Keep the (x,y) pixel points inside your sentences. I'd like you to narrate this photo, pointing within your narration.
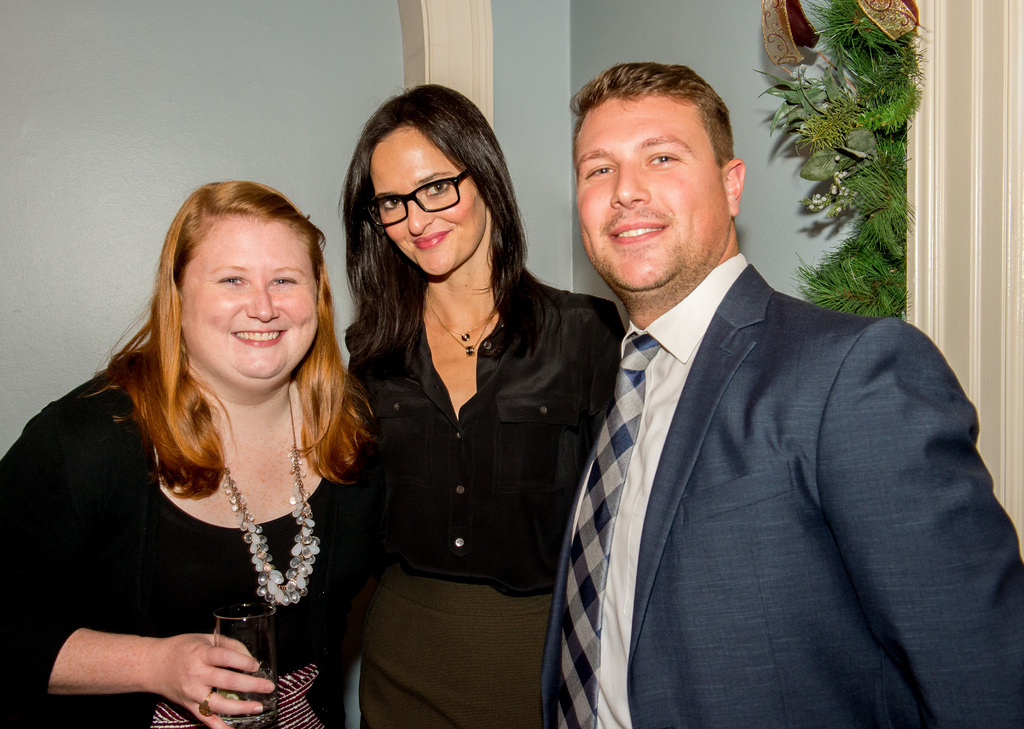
In the image in the center (423,411) we can see three persons (589,437) were standing and they were smiling, which we can see on their faces (381,151). And the left side woman (334,574) is holding glass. In the background (98,97) there is a wall (98,97), door (985,308) and plant (846,8).
